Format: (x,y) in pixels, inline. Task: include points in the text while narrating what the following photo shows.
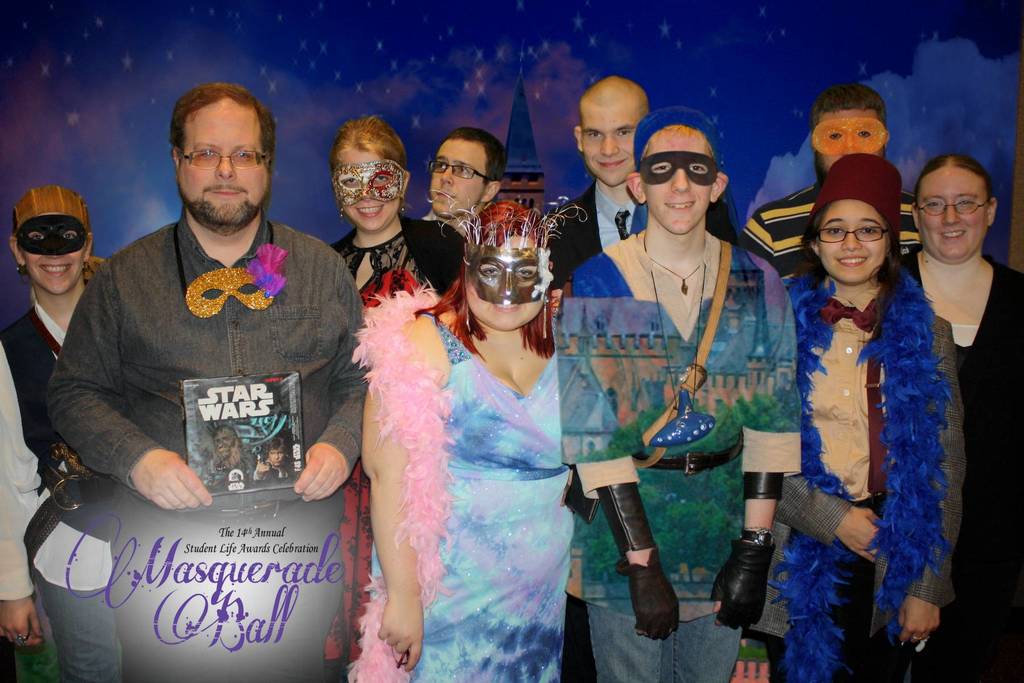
In this image I can see few people (505,364) are standing and wearing different color dresses (475,446) and one person (256,280) is holding something. Background (391,49) is in blue and black color.
